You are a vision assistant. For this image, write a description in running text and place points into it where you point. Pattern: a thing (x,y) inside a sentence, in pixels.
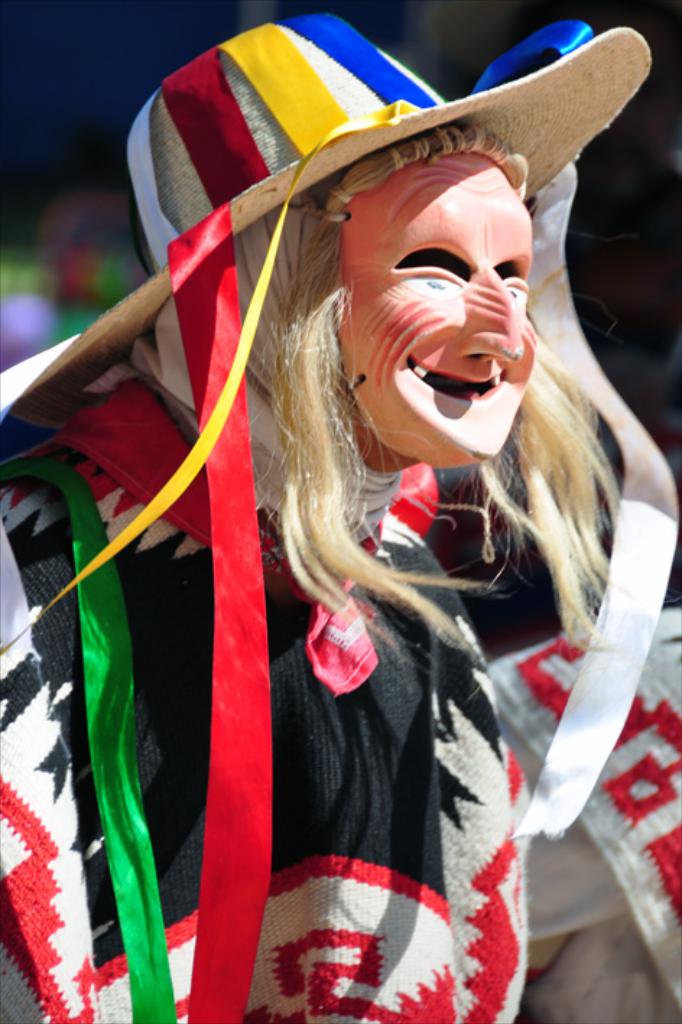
In this picture we can see a person (357,466) wore a mask (379,284) and a cap (341,60), we can see blurry background (91,148).
